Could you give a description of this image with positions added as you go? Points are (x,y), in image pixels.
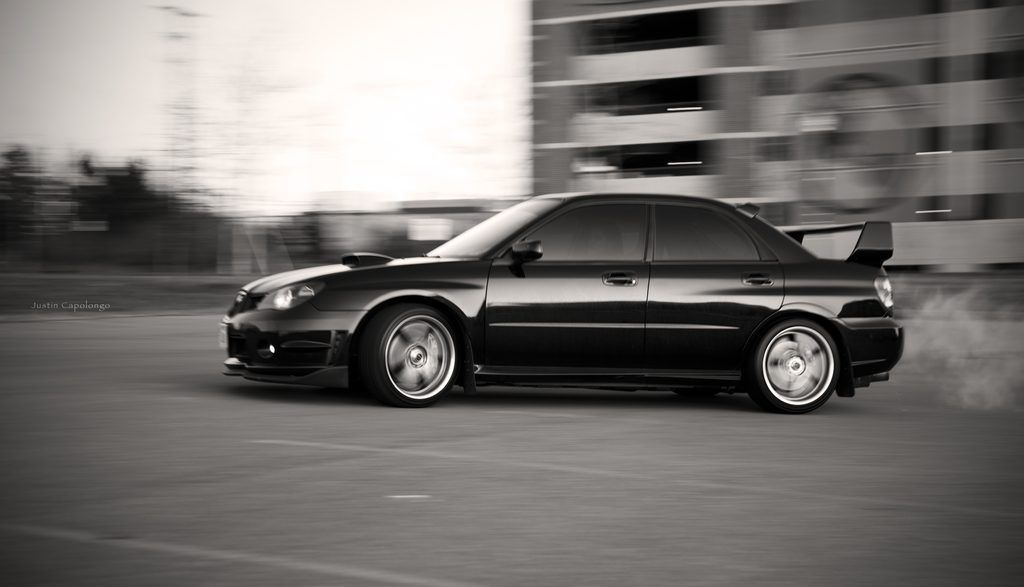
This is a black and white picture. I can see a vehicle (561,348) on the road (377,410), building (562,34), and in the background (379,95) there is the sky (174,169) and there is a watermark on the image.
